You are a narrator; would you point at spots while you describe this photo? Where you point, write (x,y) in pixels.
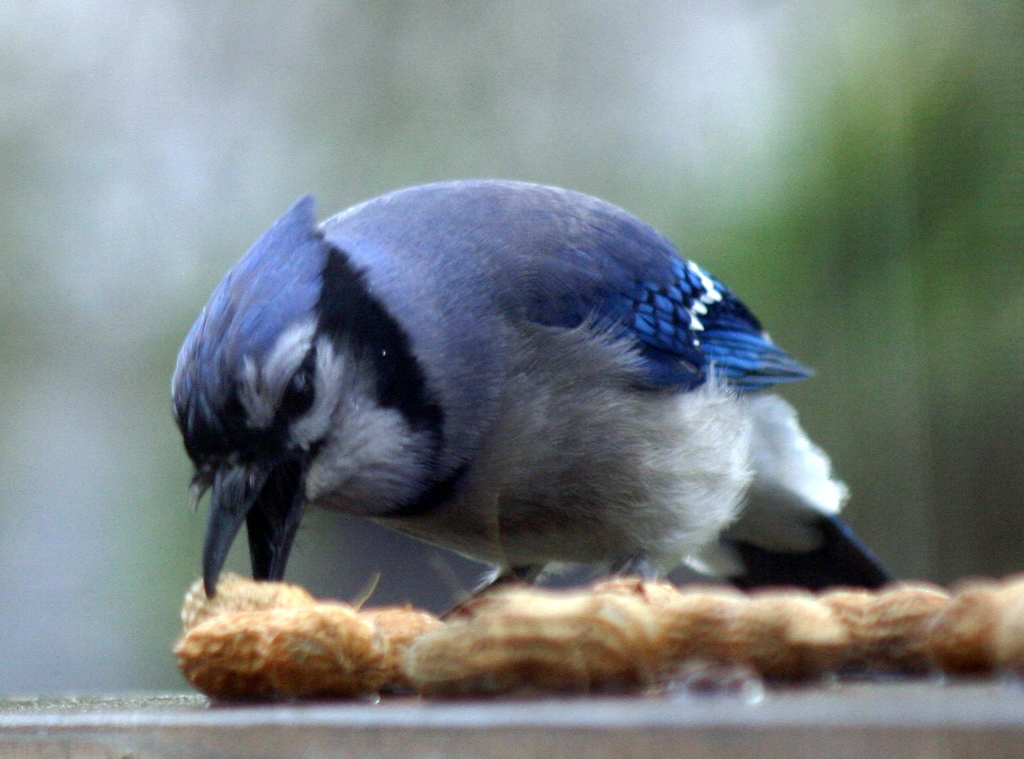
In the foreground of the picture (494,652) there are peanuts (494,652), bird (343,455) on a concrete surface (129,711). The background (129,103) is blurred.
